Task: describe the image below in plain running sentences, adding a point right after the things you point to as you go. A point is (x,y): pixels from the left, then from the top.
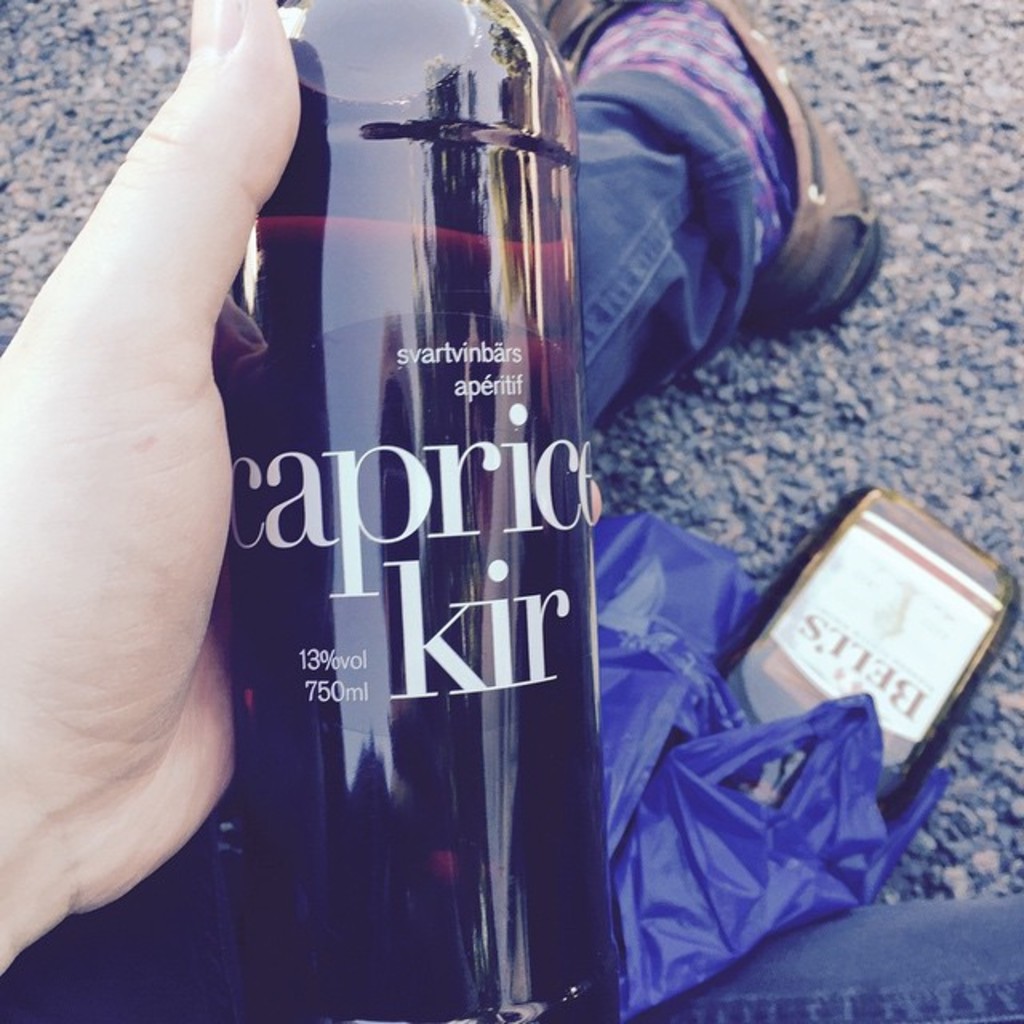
In the center of the image (458,638) we can see a person (724,1000) is sitting on the road (701,397) and wearing jeans (715,163), sock (744,90), shoe (826,195) and holding a bottle (480,566) and also we can see bottle (876,642), plastic cover (732,727). In the background of the image (983,717) we can see the road (48,44).
